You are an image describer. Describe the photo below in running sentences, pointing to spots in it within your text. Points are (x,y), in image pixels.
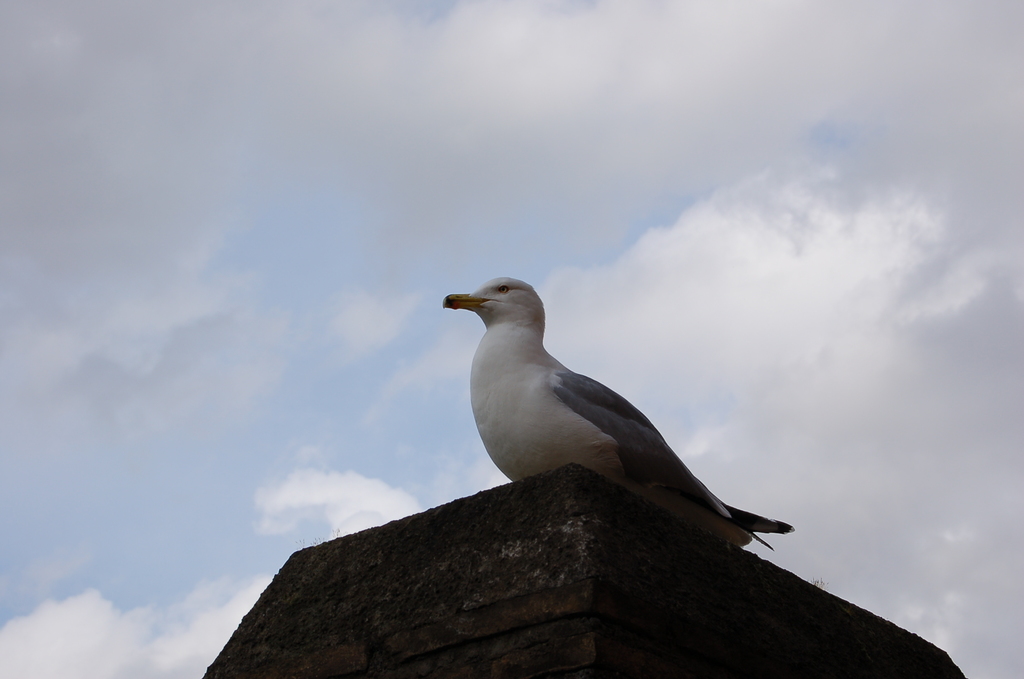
This image consists of a seagull (611,454) sitting on the wall (627,509). The wall (587,507) is in black color. The seagull (544,386) is in white and gray color. In the background (175,382) there are clouds (227,103) in the sky (87,293).
